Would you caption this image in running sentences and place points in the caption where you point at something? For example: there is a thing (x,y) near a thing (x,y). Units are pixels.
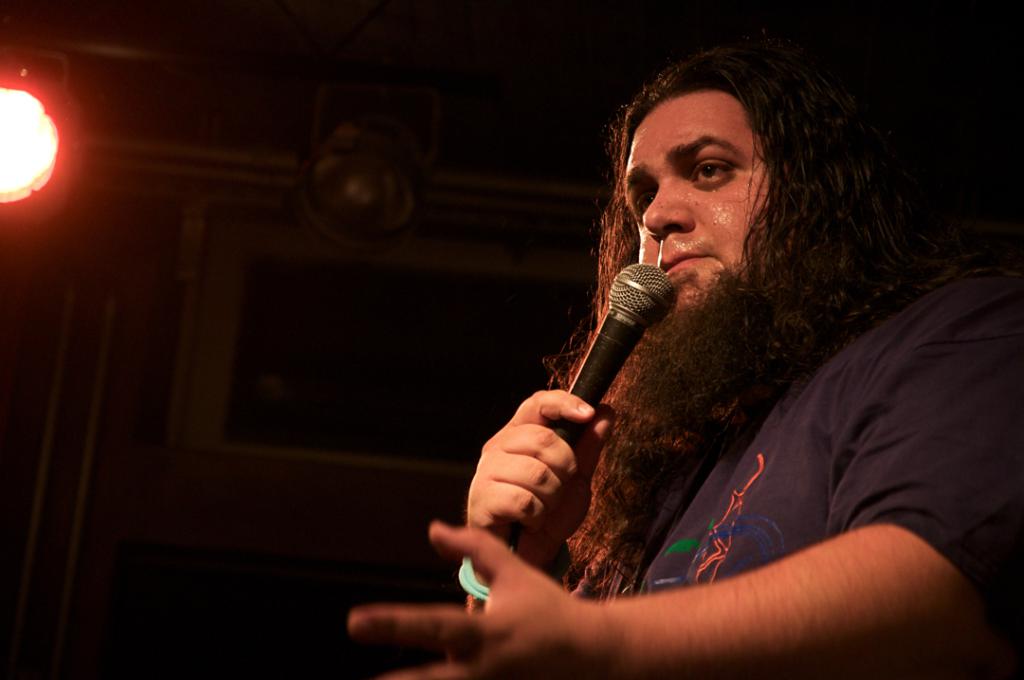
In the picture there is a man (576,533) holding a microphone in the hand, there is a light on the roof (577,48).
